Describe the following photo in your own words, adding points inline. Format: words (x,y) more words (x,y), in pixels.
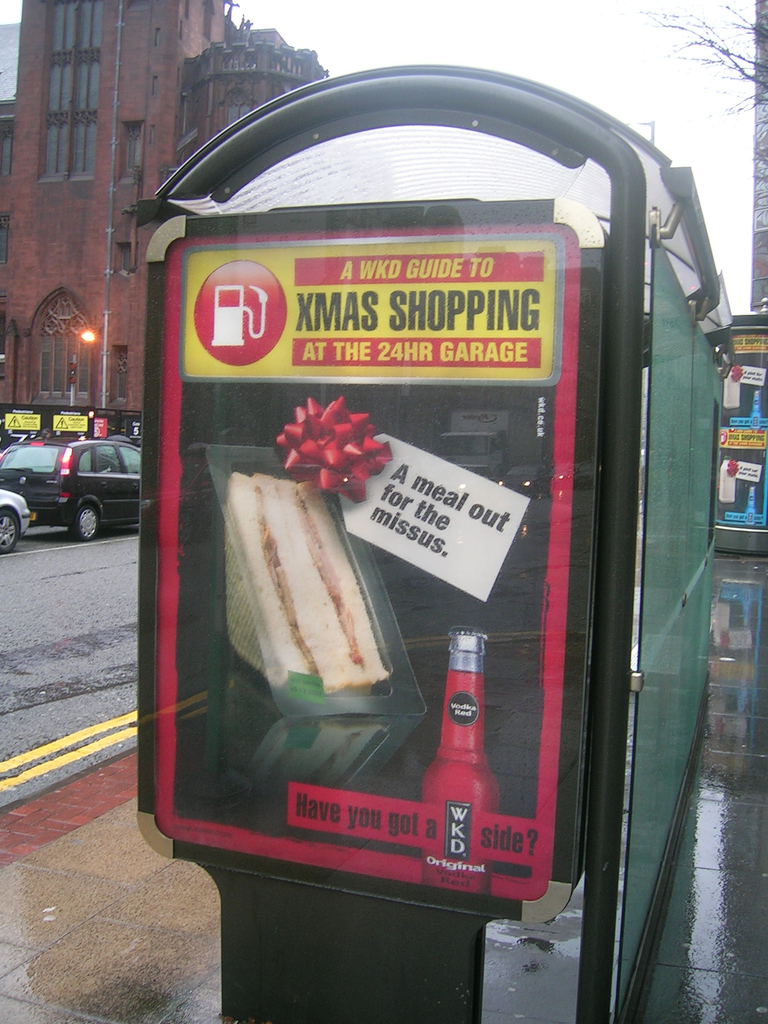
In this picture I can see boards (322,385), there are vehicles (9,466) on the road (124,652), there is a building (176,146), there is a tree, and in the background (474,18) there is the sky (603,28).
